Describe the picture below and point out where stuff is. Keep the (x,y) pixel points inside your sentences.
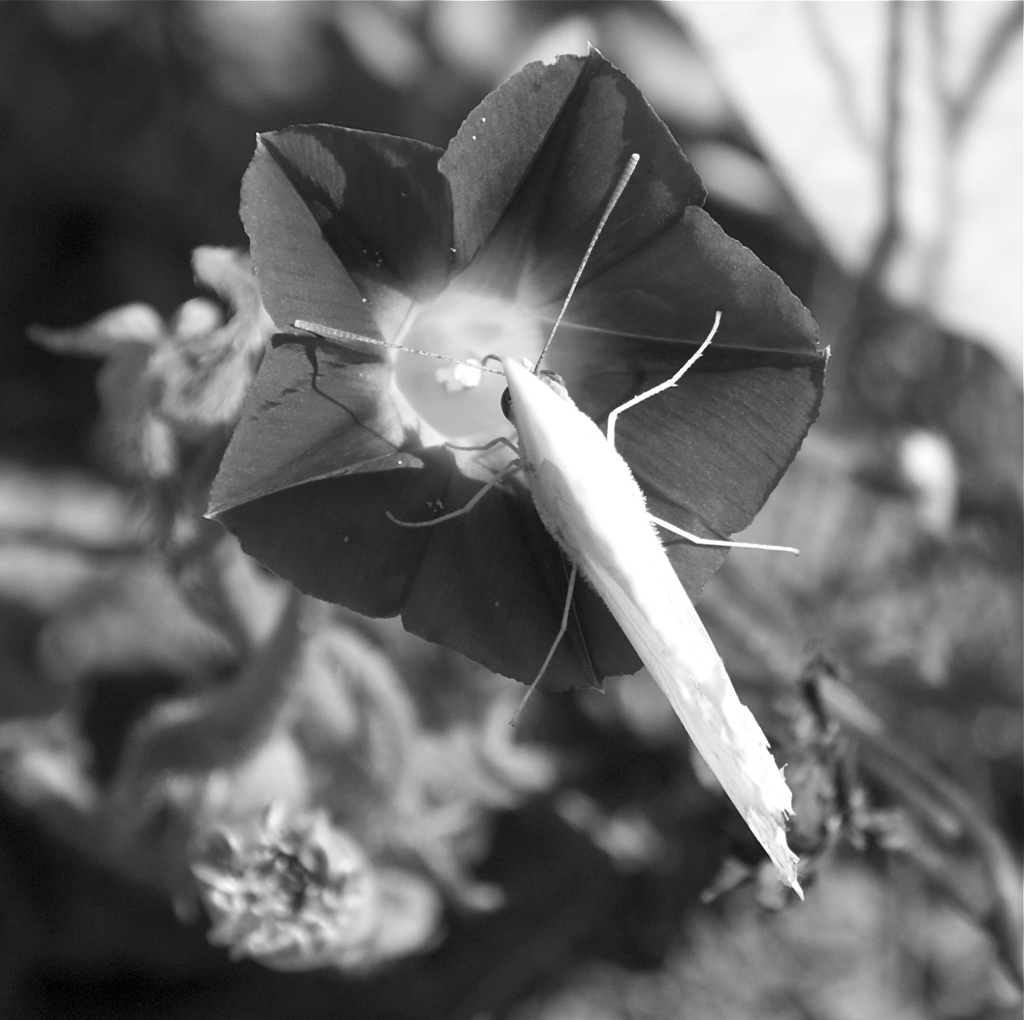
In this black and white image, we can see an insect (658,559) on the flower (547,562). In the background (206,111), image is blurred.
